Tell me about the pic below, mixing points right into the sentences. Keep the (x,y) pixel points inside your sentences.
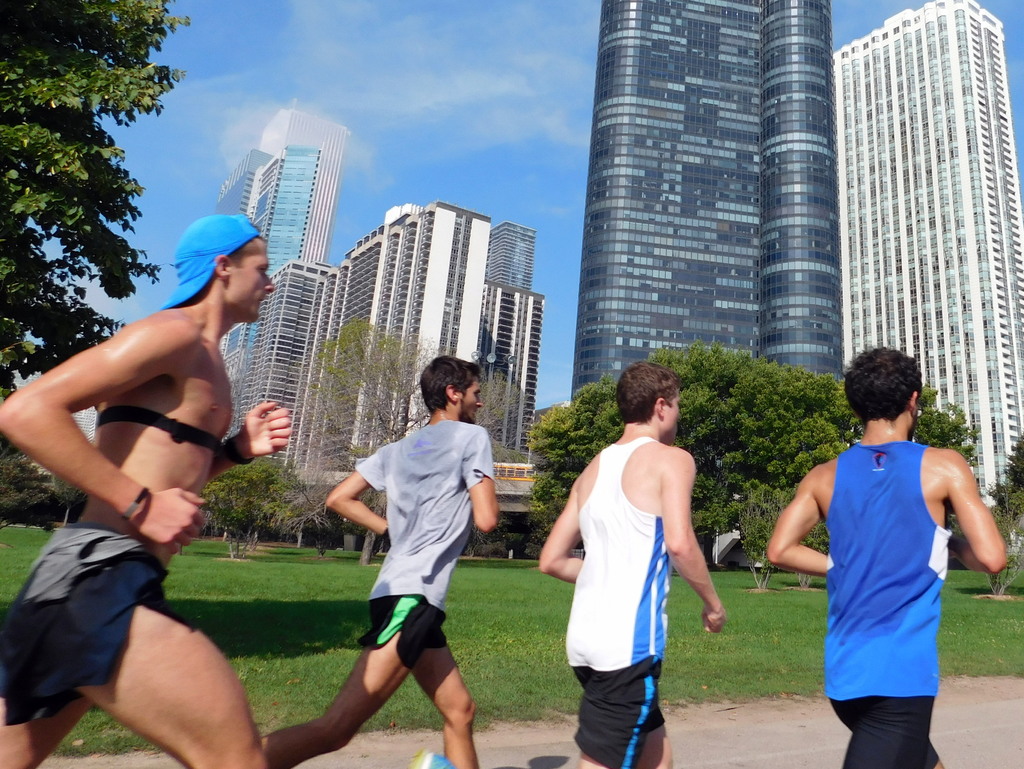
In the image we can see there are people (918,535) jogging on the road (680,730) and there is a ground (537,572) covered with grass (745,616). There are trees (718,457) and behind there are huge buildings (982,230). There is a clear sky (398,70).
